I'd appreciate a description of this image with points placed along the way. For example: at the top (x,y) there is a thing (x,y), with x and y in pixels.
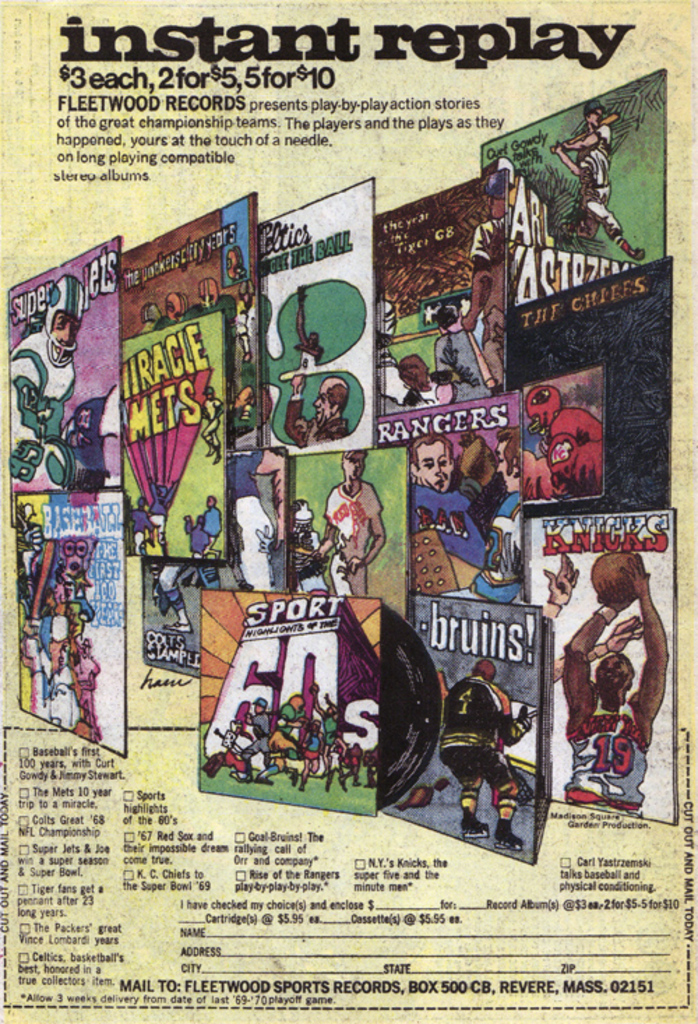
In this image we can see a poster (443,626). On poster (471,830) we can see many animated photos (400,545) and some description (390,988) printed on it.
